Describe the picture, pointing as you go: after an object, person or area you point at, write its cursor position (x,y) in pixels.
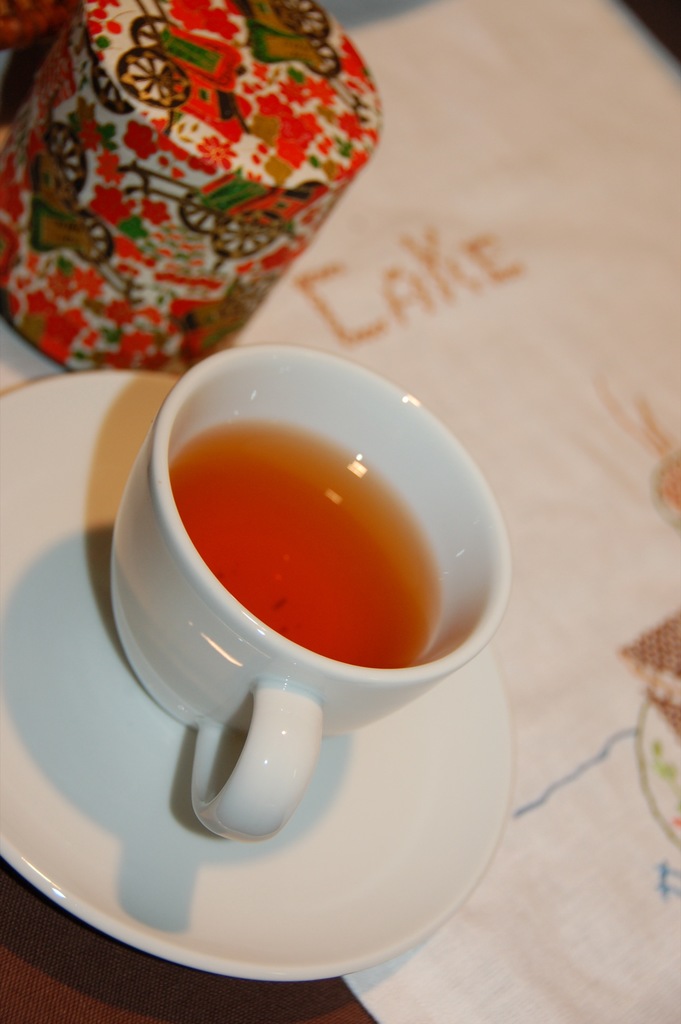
In this image we can see a table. On the table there are pet jar (149,181), tablecloth (580,812), cup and saucer (281,875).
